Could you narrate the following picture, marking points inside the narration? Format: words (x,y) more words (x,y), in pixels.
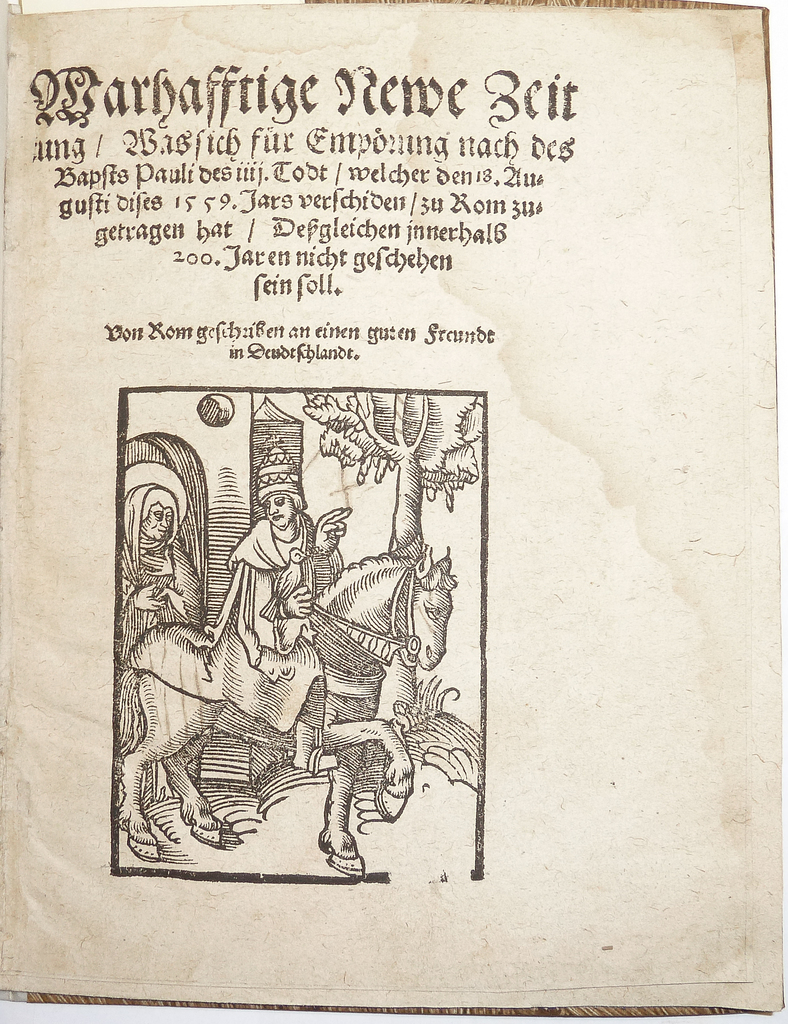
In this image there is some text (259,279) written on the paper (333,219) and there are drawings (274,543).
